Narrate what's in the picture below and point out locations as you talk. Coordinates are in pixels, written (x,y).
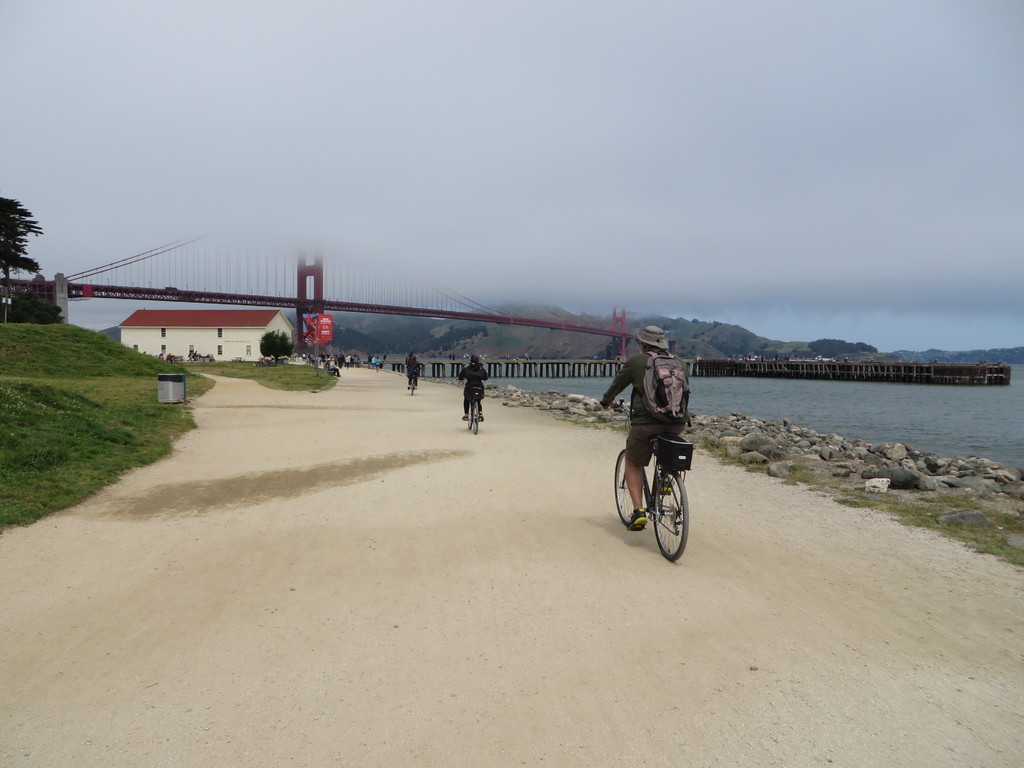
In this picture there some cyclist (649,495) riding on the ground (391,495). Behind there is a white color shade house (259,333) with red tiles (248,312). Behind there is a big iron bridge (417,294) and some mountains (675,324).
